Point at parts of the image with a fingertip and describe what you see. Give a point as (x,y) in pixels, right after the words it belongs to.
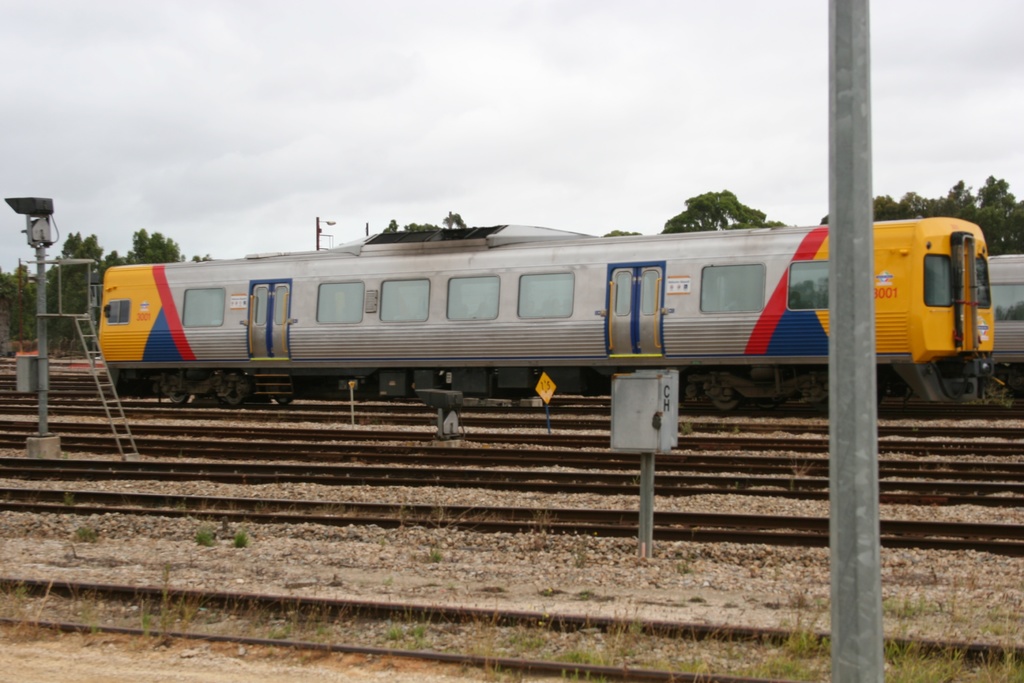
In the image there is a train (410,271) going on track (902,400), in the back (986,207) there are trees (57,287) and above its sky (259,80).
